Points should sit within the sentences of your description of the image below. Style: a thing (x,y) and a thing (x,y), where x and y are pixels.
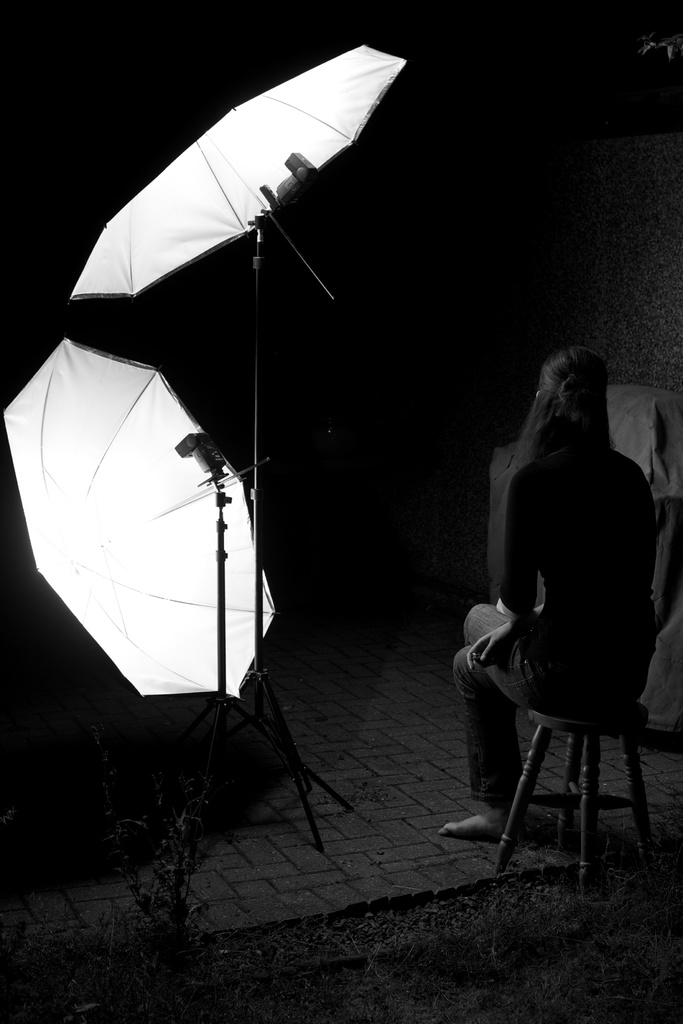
In this picture we can observe umbrellas (196,190). On the right side (569,662) there is a woman (595,529) sitting on the stool (501,842). The background (279,362) is completely dark.
